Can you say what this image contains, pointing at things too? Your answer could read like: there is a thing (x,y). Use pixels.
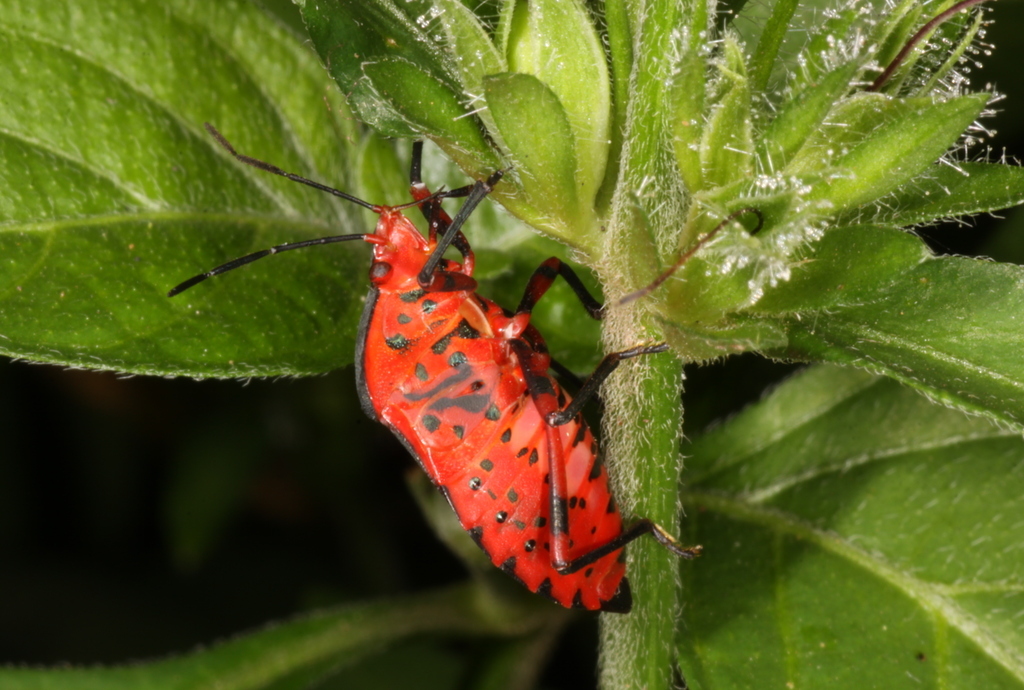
In this image there is a red colour insect (483,421) on the stem (626,469). In the background (461,173) there are green leaves (822,525).
